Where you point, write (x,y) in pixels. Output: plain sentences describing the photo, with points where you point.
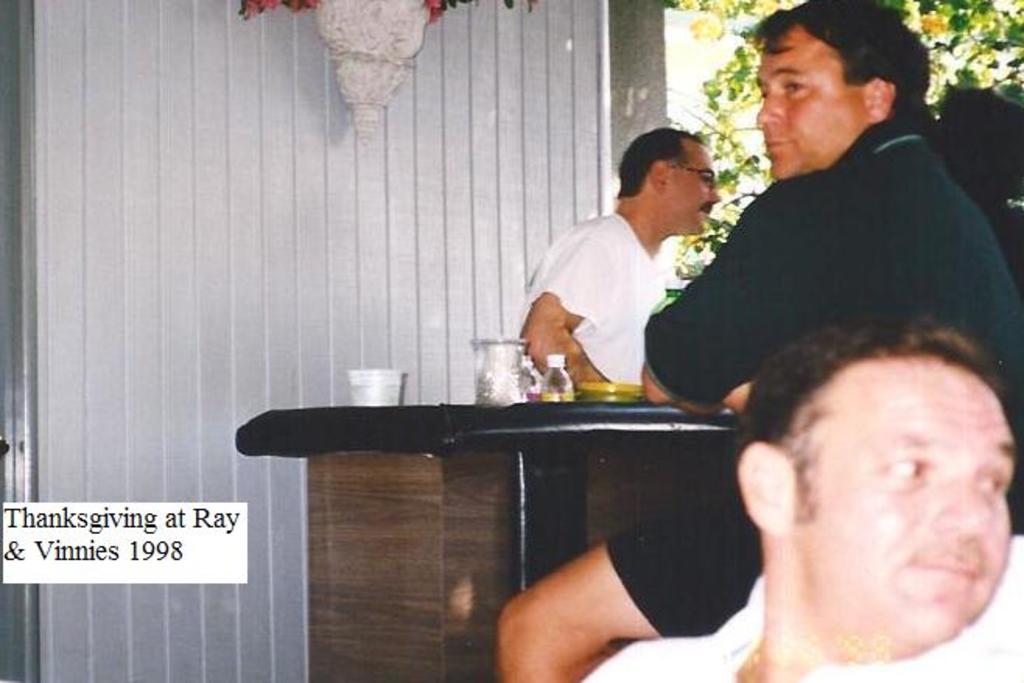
In this picture there are people (604,332) and we can see bottle (563,359), glasses (394,398) and objects (504,406) on the table (548,415). In the background of the image (587,154) we can see wall (574,171), leaves (724,89) and an object (365,49). In the bottom left side of the image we can see watermark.
